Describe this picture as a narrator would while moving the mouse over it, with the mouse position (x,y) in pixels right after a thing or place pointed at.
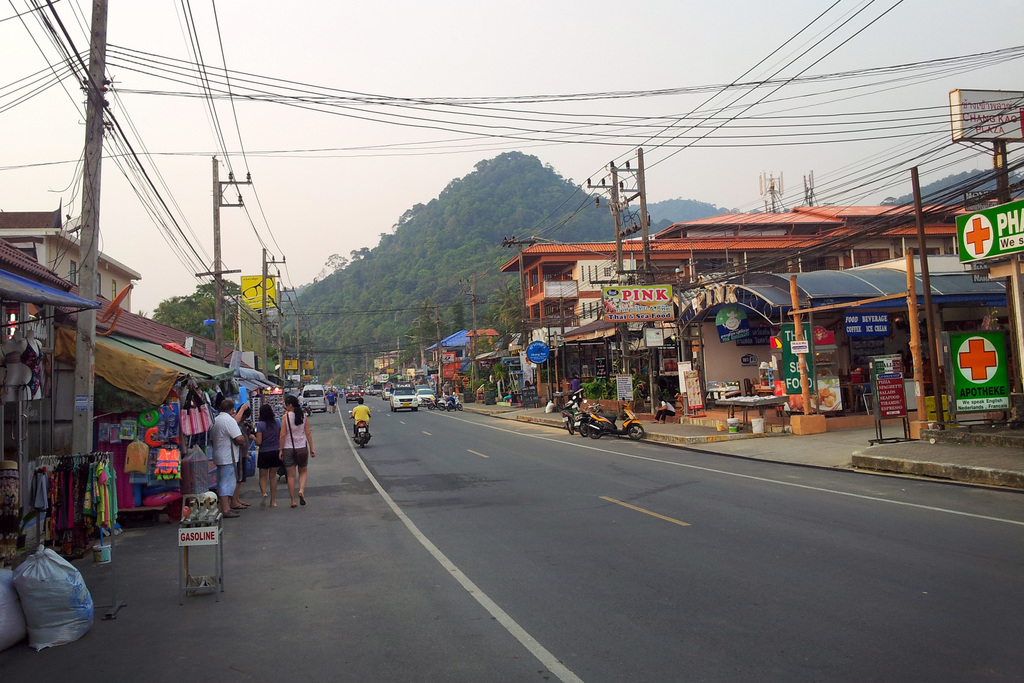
In this image, there is a road (386,476) in between poles (78,344) and buildings (726,249). There is a hill (441,200) in the middle of the image (516,235). There are some person (268,449) on the left side of the image (230,446) standing and wearing clothes (227,441). There is a sky (453,126) at the top of the image (468,28).
